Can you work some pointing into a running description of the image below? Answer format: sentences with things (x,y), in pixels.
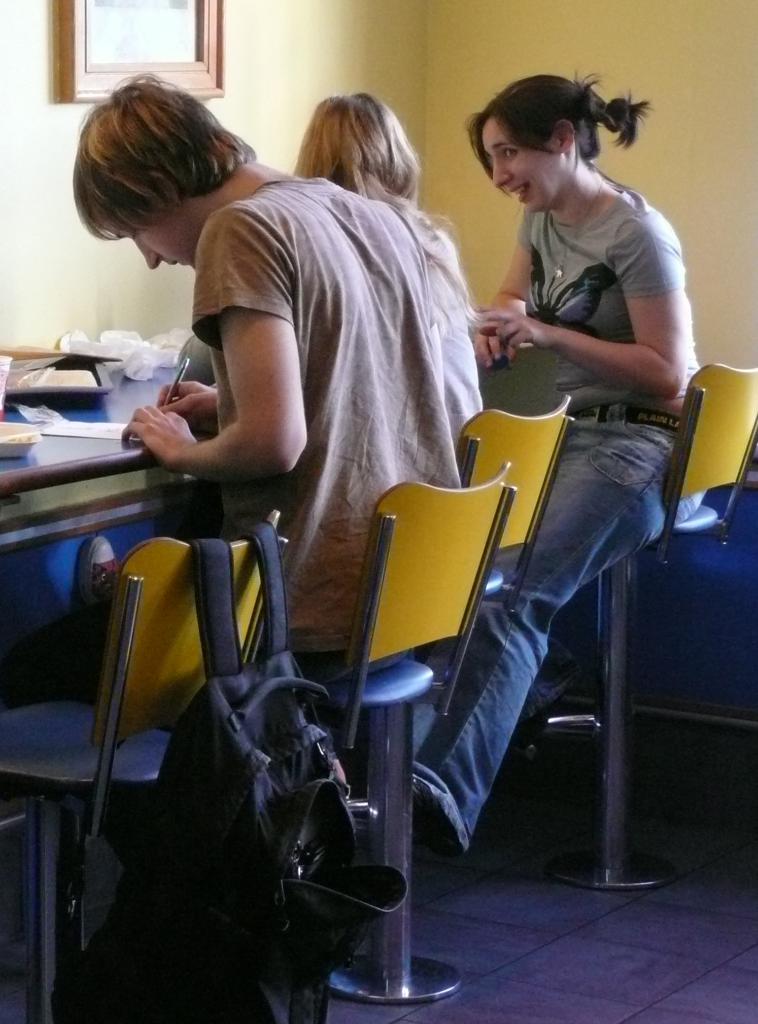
It looks like a restaurant (736,933), there are total three people (424,369) in the picture two women (459,257) and a man (361,319), the man (378,451) is writing something beside him the two women (535,214) are talking to each other, there is a blue table (112,412) in front of them, to the left side of the man (369,421) there is an empty chair (183,671) and to that there is a bag (233,709), in the background (382,46) there is a wall (285,56), to the wall (259,31) that is photo frame (130,53).
